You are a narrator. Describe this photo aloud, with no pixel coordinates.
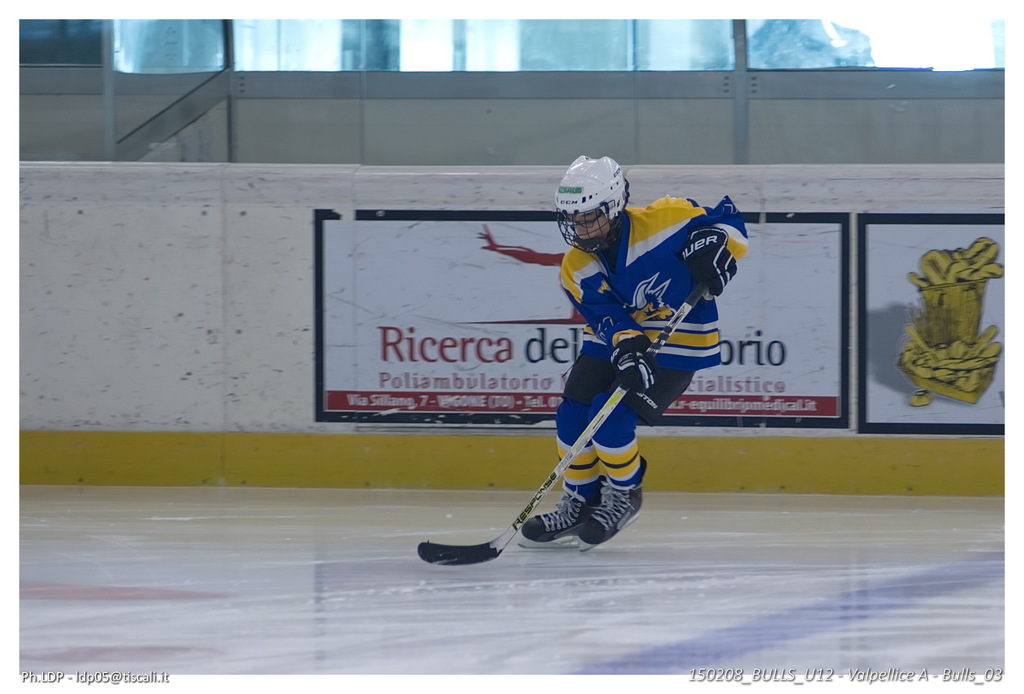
In this image we can see a person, holding a stick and playing some game.
